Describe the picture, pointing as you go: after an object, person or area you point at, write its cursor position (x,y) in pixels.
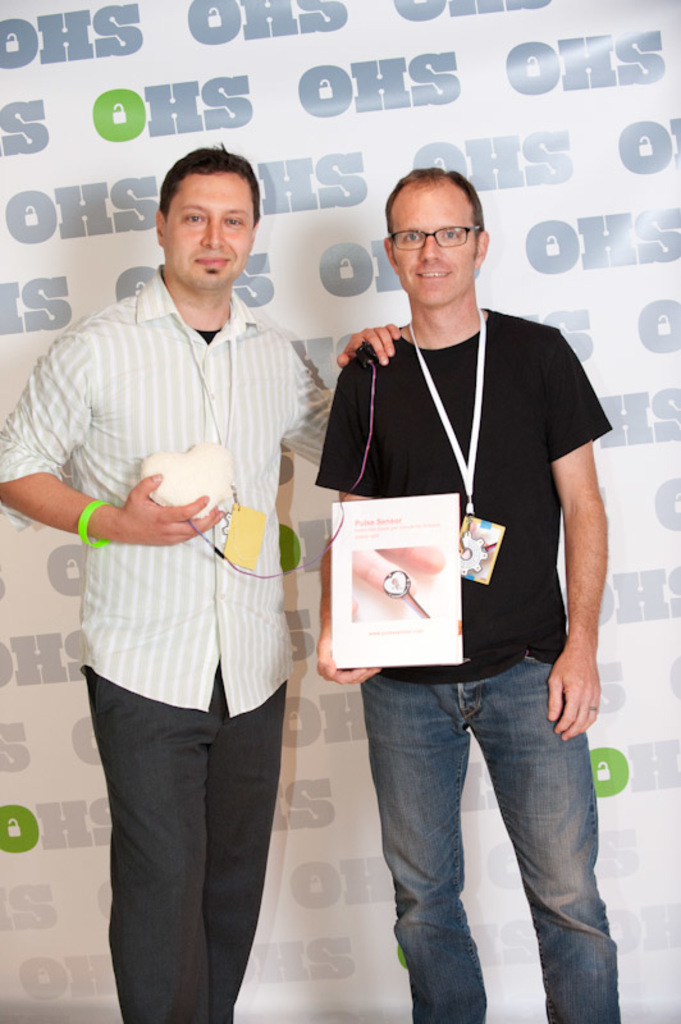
In the image we can see two men (107,760) standing, wearing clothes (383,732), identity card (461,551) and they are smiling. They are holding an object (374,569) in their hand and the right side man (438,466) is wearing spectacles (398,244), this is a poster (232,93).
